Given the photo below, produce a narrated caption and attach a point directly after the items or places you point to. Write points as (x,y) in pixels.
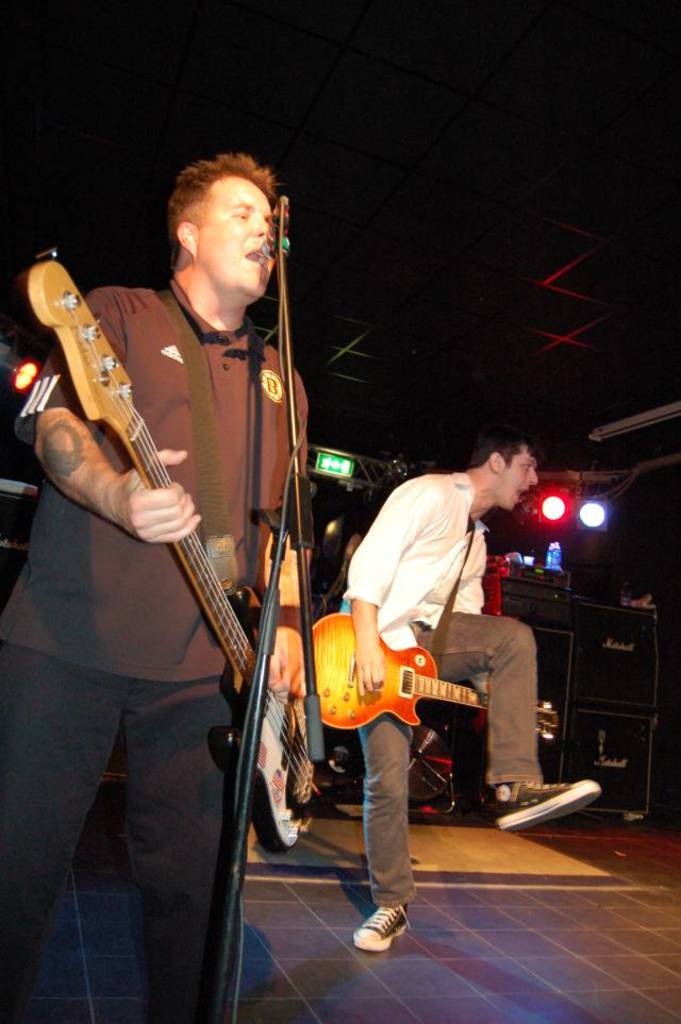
In this image I can see two persons (383,610) playing a musical instruments (396,668).
